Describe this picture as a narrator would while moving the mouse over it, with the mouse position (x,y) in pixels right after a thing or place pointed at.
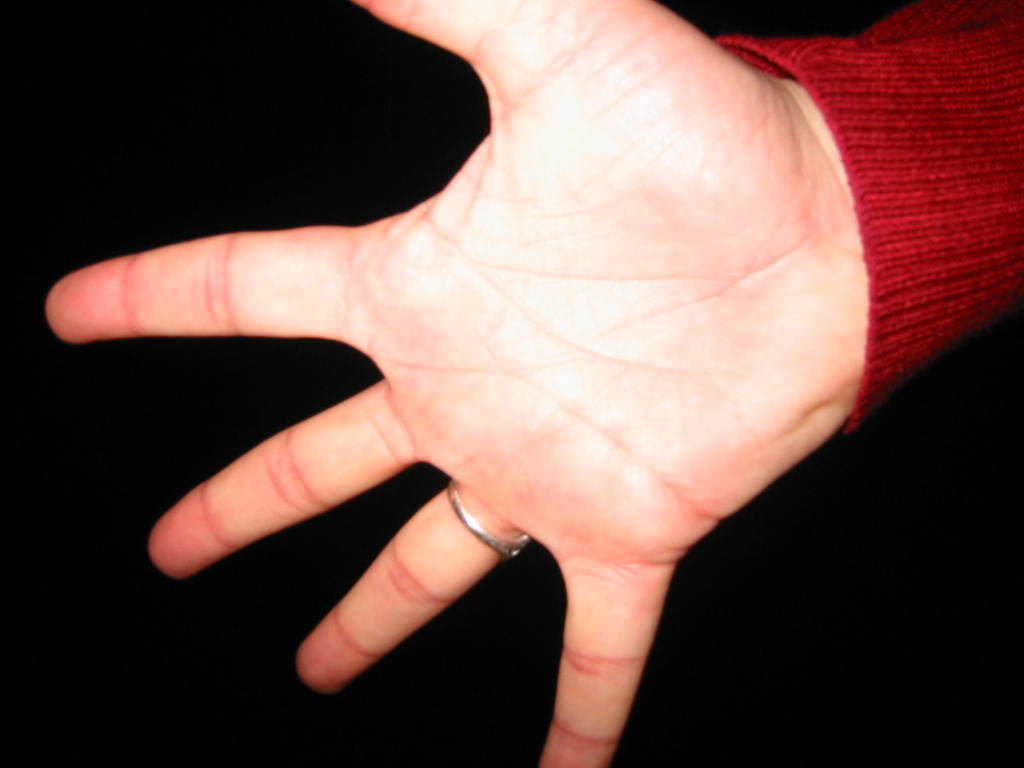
In this picture we can see a hand (724,515) of a person (588,471). And there is a dark background (973,429).
